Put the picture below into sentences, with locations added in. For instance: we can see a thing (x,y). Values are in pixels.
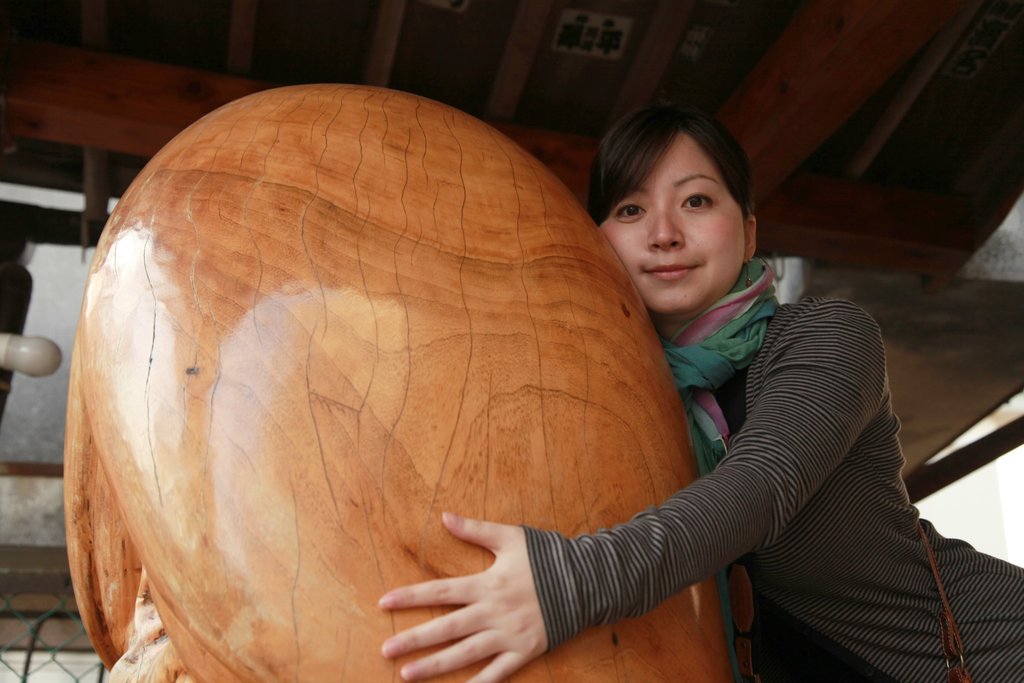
In this image I can see the person (697,278) holding the brown color object (311,448). And the person (766,443) is wearing the black and grey color dress (778,527) and also scarf (713,418). In the back (246,86) I can see the house (89,74) with wooden poles (506,78).
